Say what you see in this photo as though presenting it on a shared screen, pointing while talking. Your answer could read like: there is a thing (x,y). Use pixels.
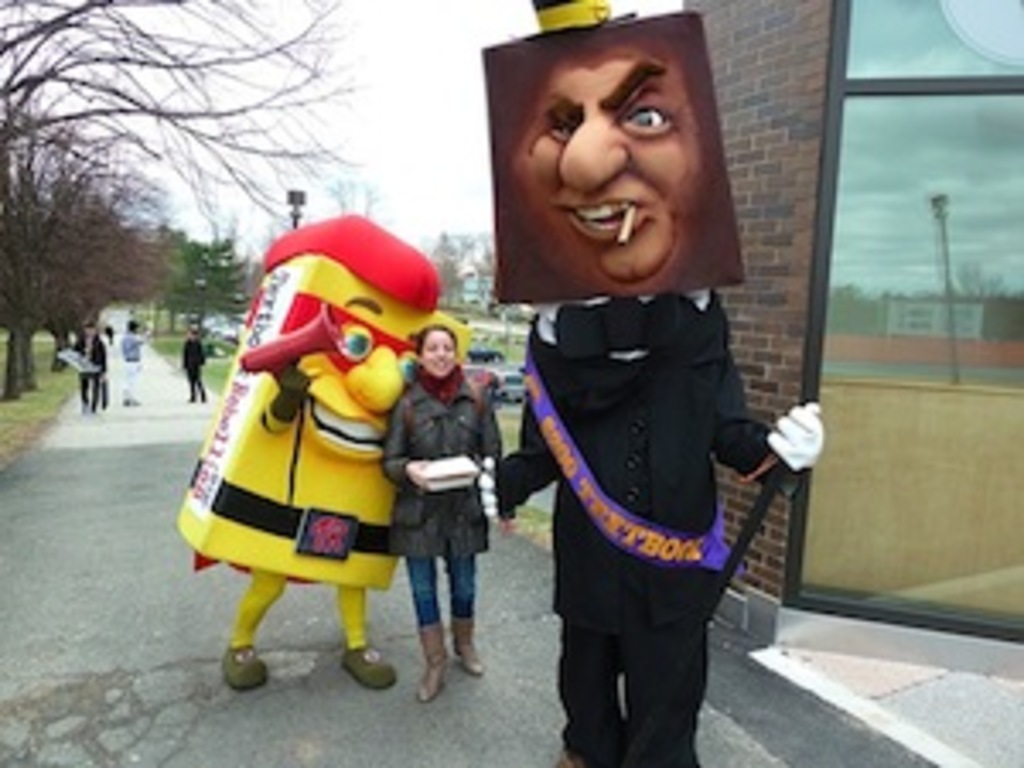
In this image in the center (398,425) there are persons (431,445) standing and smiling. In the background (138,312) there are trees (126,296) and there's grass (18,403) on the ground (31,391). On the right side (793,301) there is a building (875,300) and there is a glass (964,386). In the front (635,513) the man (635,513) is standing and wearing a costume (620,287).
